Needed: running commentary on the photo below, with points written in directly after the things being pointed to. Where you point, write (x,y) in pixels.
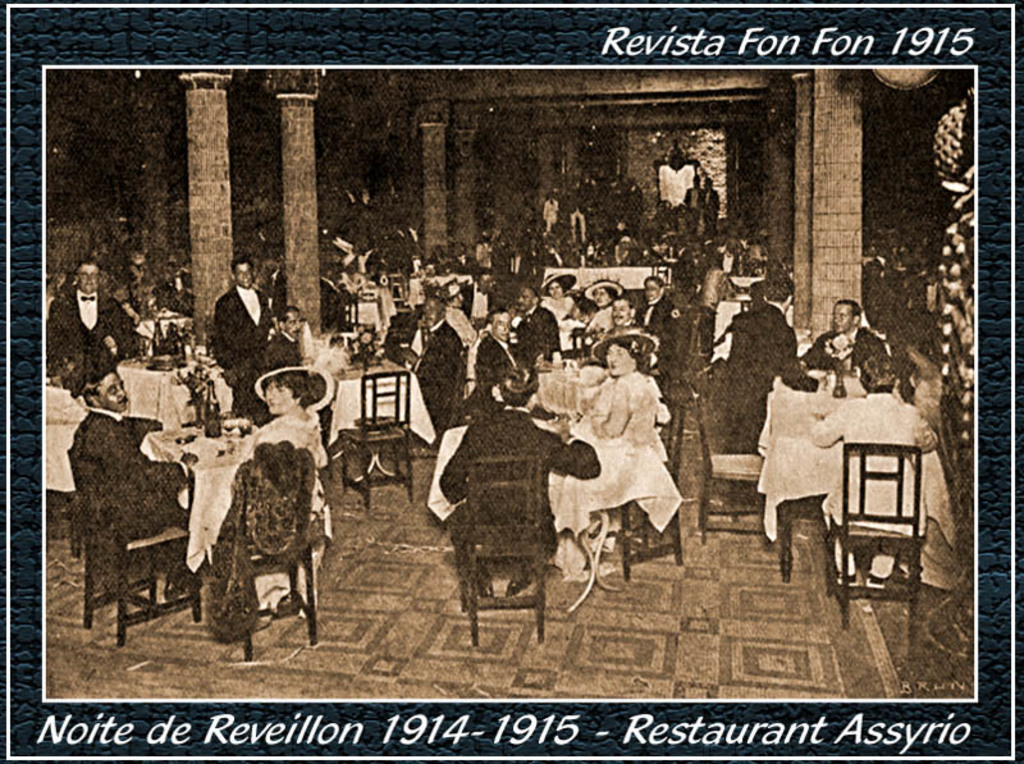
In this image I can see number of people (418,344) where few are standing and rest all are sitting on chairs (703,473). I can also see tables (171,445), a bottle (211,434), few flowers (205,383) and few tablecloths (68,413). I can also see this image is black and white in color. In the background (210,186) I can see few pillars (860,191) and I can also see something is written at few places.
